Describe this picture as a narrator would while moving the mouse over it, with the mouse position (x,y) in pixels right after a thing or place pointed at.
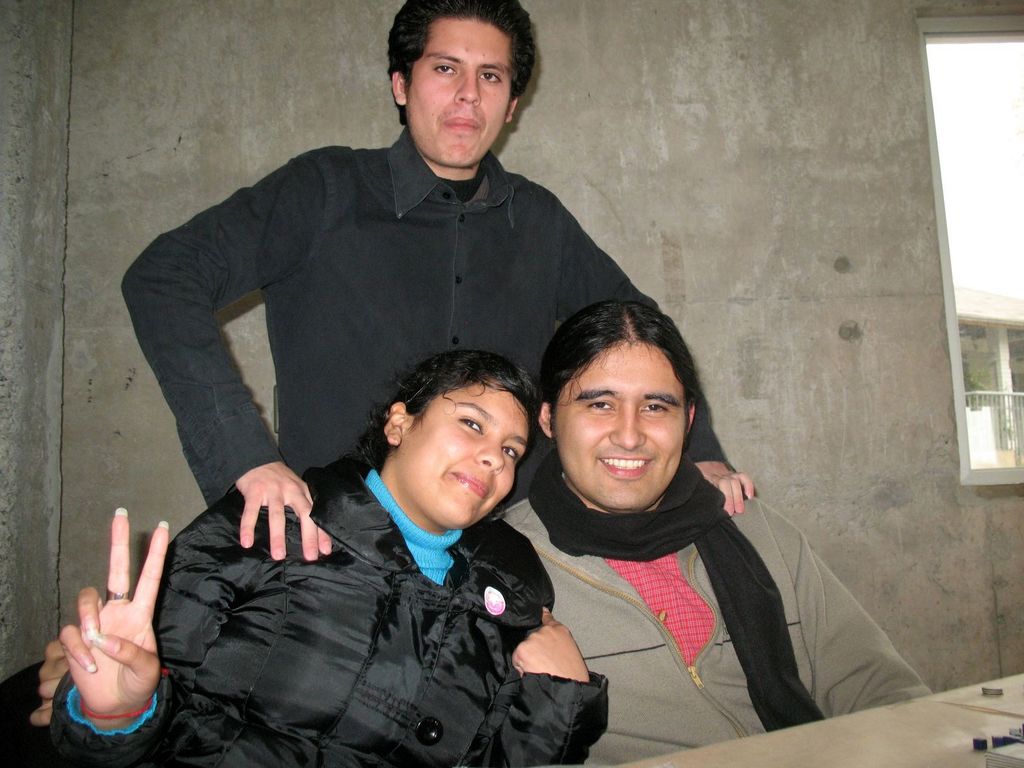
There are two people (570,553) sitting and smiling, behind these two people (567,394) there is a man (428,135) standing. We can see objects (997,741) on the table (975,714). In the background (876,245) we can see wall (853,387) and window (1017,446), through this window (995,468) we can see fence (1009,432), pillar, rooftop (994,311) and sky (1003,194).
